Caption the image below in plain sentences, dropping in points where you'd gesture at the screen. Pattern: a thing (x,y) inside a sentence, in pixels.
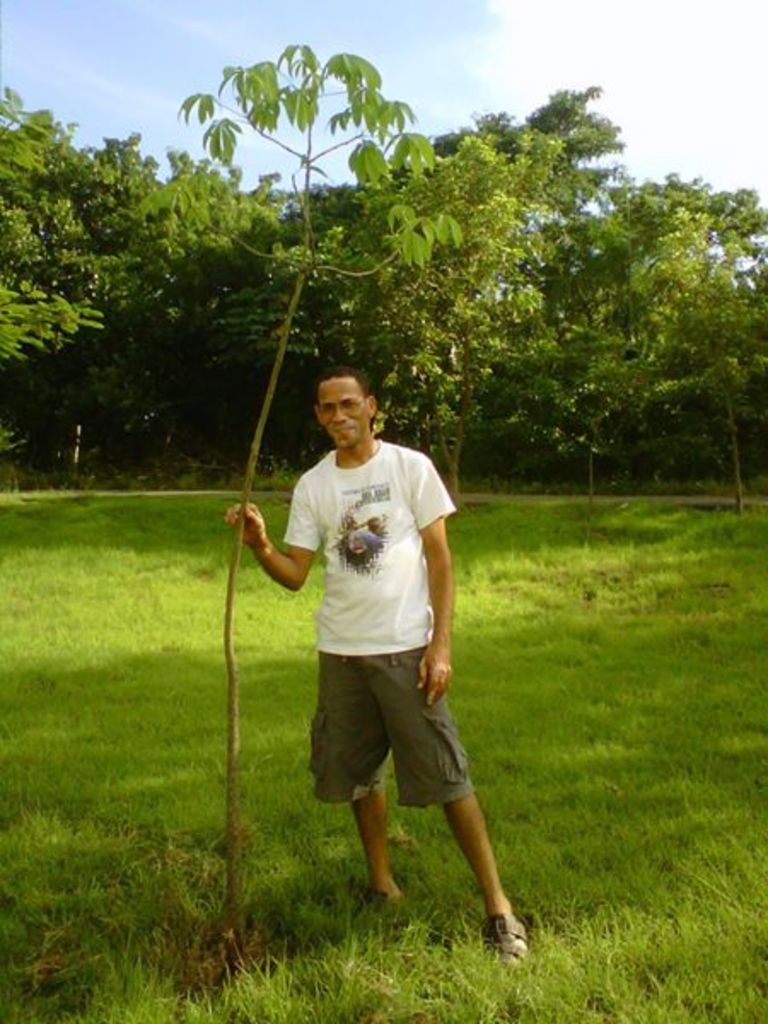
In this image, we can see green grass (544,989) on the ground (549,796), at the middle (363,620) there is a man (390,664) standing, there are some green color trees (418,231), at the top (271,10) there is a sky (271,10).
